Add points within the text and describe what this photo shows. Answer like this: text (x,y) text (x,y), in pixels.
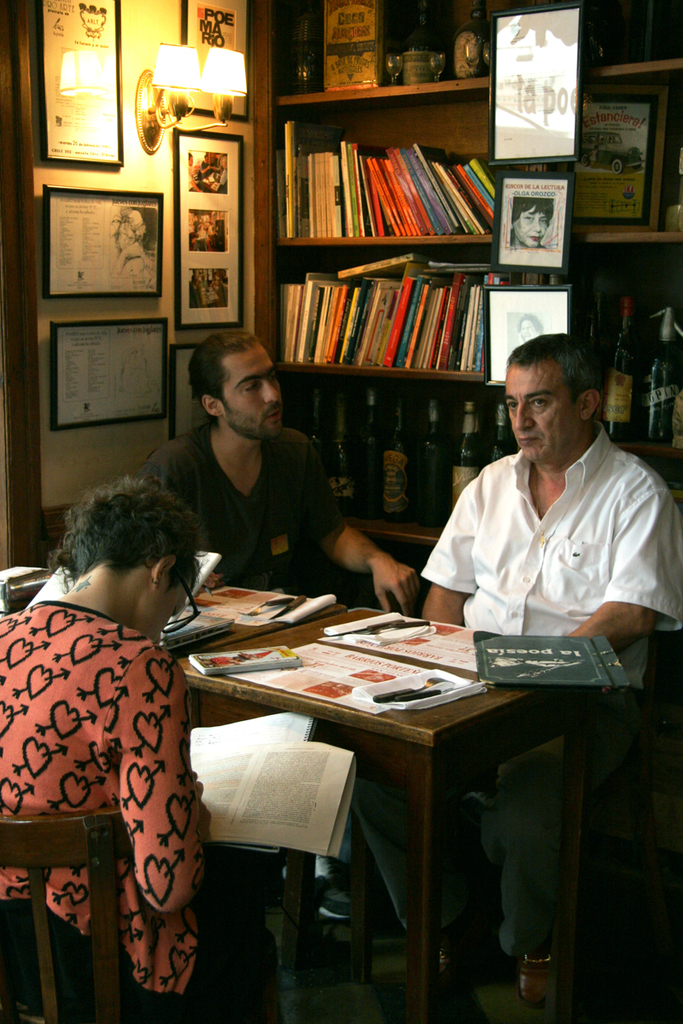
There is a room (171,253). There are 3 people (261,456) sitting in a chair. There is a table (384,736). There is a book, paper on a table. we can see in the background (429,538) there is a cupboard (429,538), lights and photo art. On the left side (81,691) we have women (174,669). She is reading a book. She is wearing spectacle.
